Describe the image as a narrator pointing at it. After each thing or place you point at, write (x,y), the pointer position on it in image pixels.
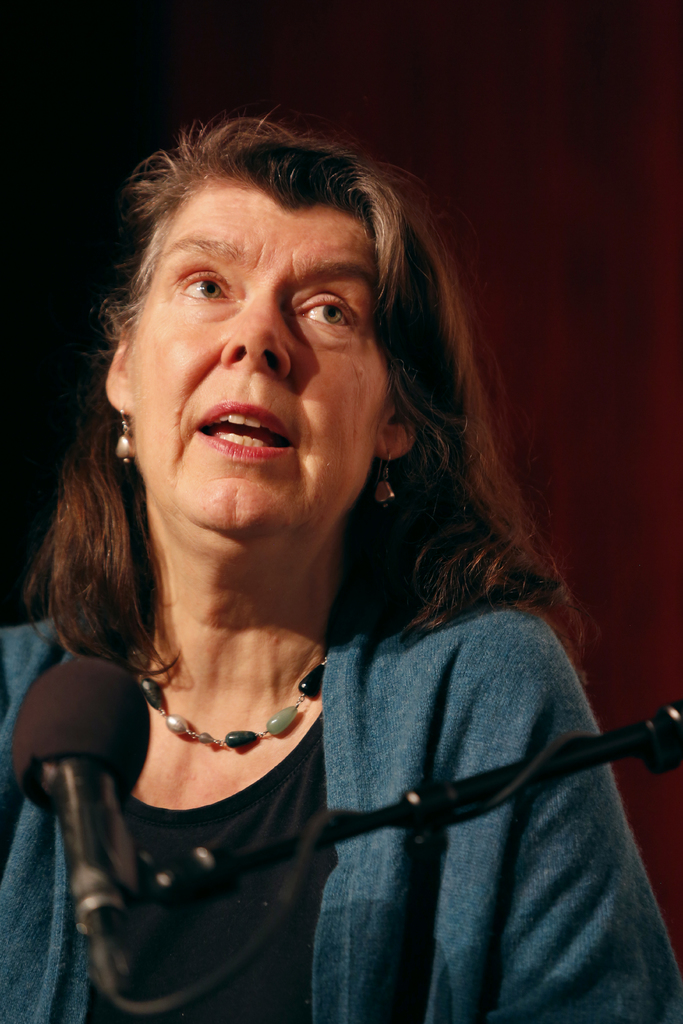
In the image there is a stand (518,765) with mic (137,699) and wire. Behind the mic (127,683) there's a lady (177,554) with chain (148,699) around her neck (255,610).
